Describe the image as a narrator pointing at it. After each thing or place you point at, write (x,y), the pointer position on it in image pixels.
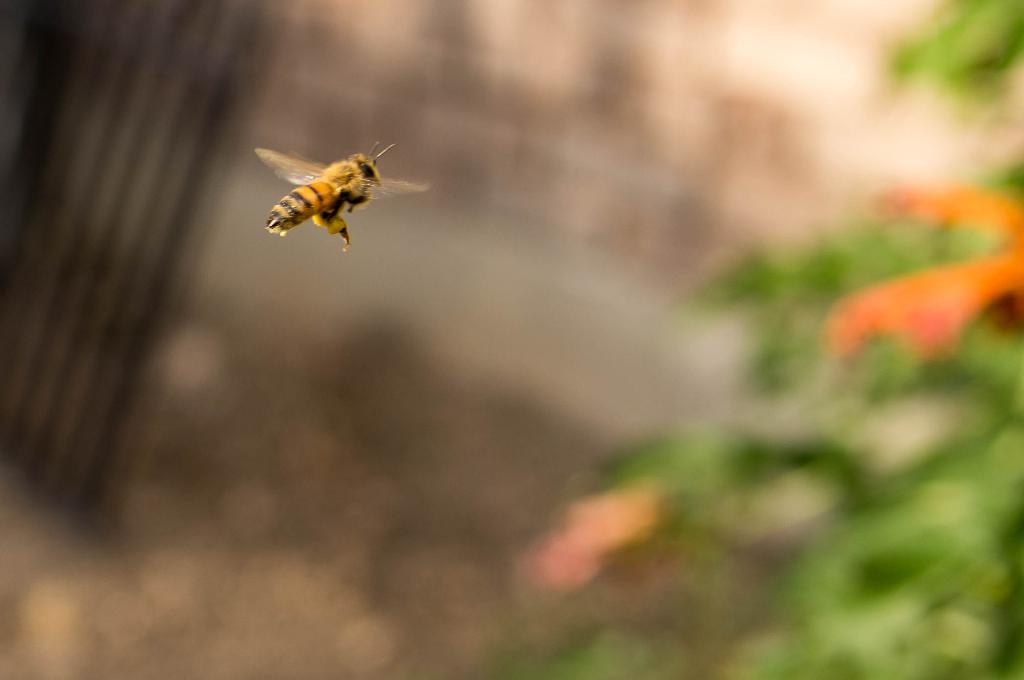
In this image we can see a bee (323,167) is flying in the air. The background (878,186) is blurry.
